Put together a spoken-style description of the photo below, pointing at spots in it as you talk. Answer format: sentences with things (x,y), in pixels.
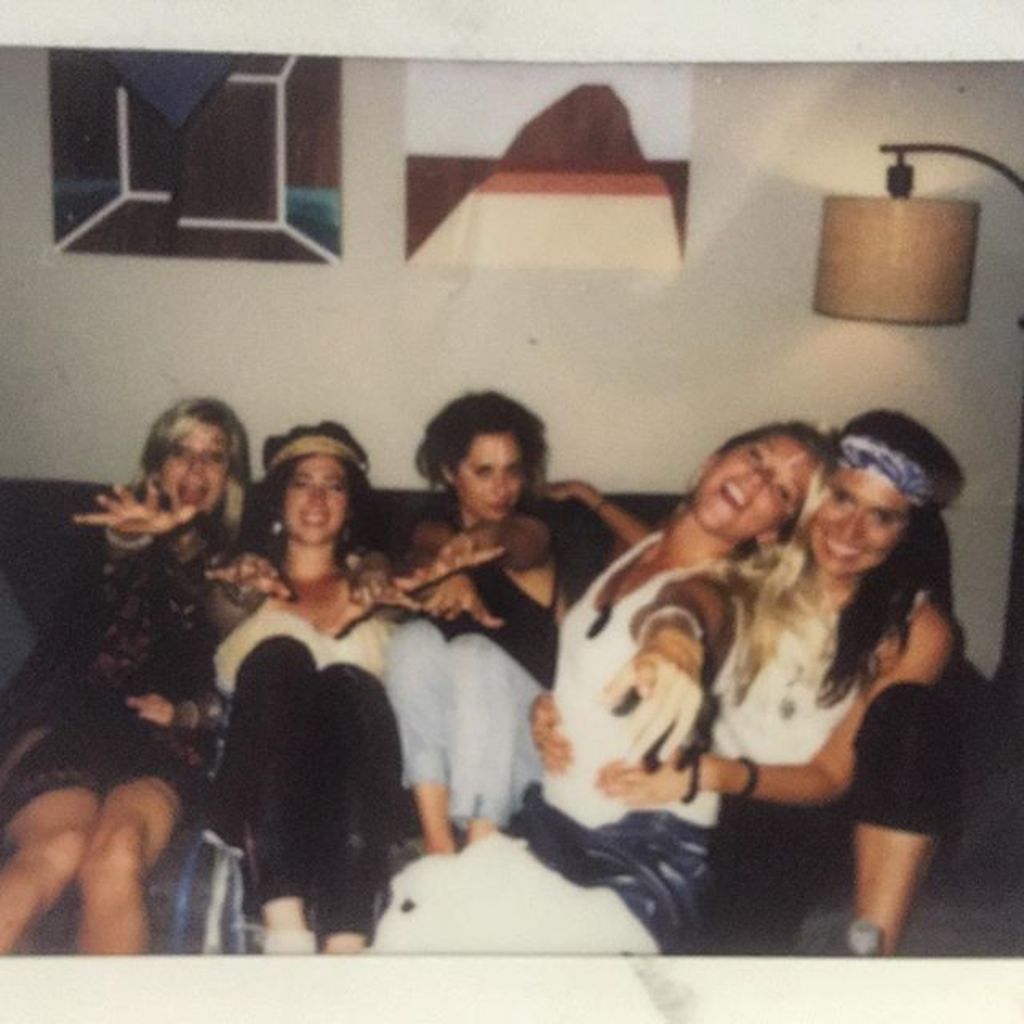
In this image we can see five girls (251,662) are sitting on the sofa (23,643). There is a lamp (1012,641) on the right side of the image (936,259). At the top of the image (450,222), we can see frames (245,228) on the wall (278,361).
